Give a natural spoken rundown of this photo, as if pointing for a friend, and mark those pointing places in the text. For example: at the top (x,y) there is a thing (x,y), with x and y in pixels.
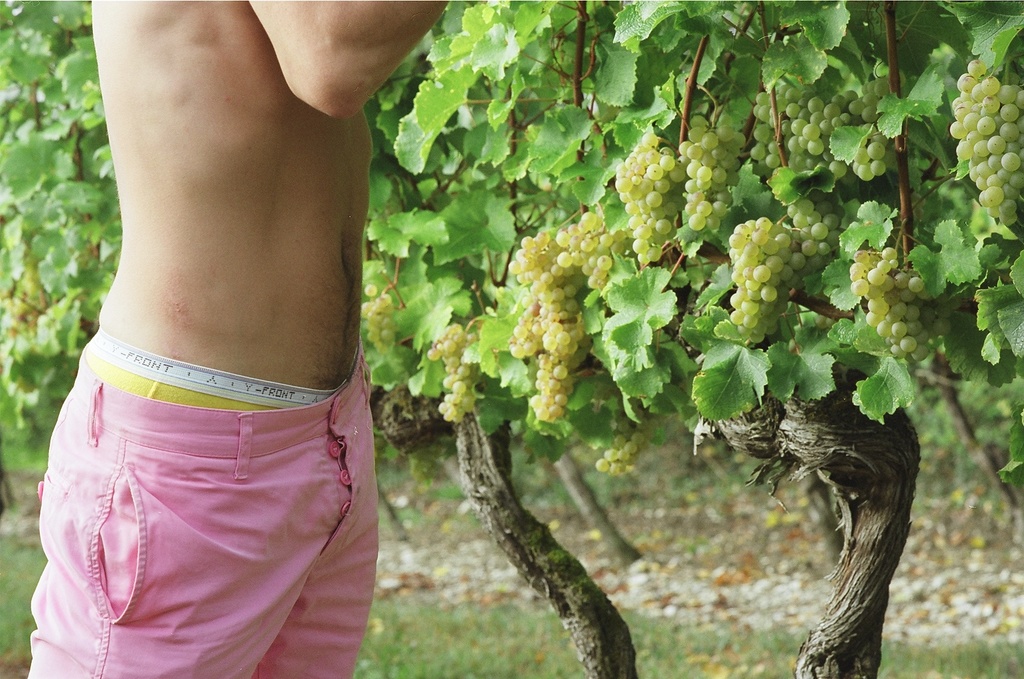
In this image there is one person (295,359) standing at left side of this image (166,347). There is a grape tree (563,187) in the background (759,301) and as we can see there are some grapes (541,288) at right side of this image (794,243).
